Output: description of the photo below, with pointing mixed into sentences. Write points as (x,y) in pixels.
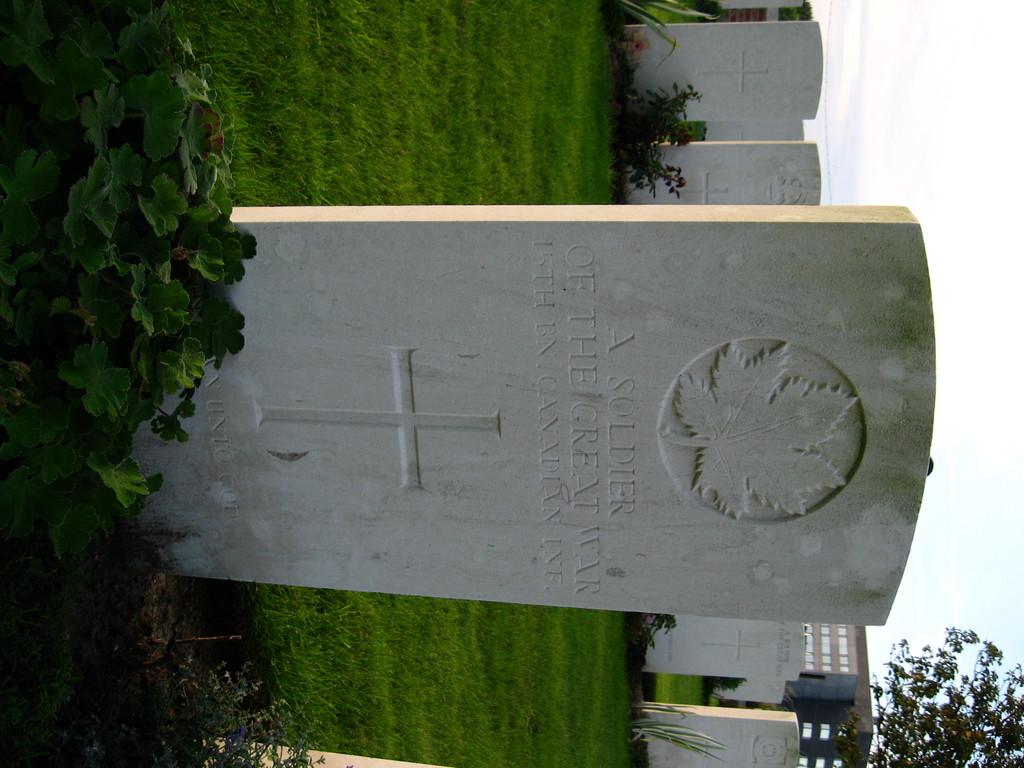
In this image there are headstones (406,212), plants (142,137), grass (590,204), building (827,650), tree (907,765), and in the background (945,606) there is sky (992,311).
